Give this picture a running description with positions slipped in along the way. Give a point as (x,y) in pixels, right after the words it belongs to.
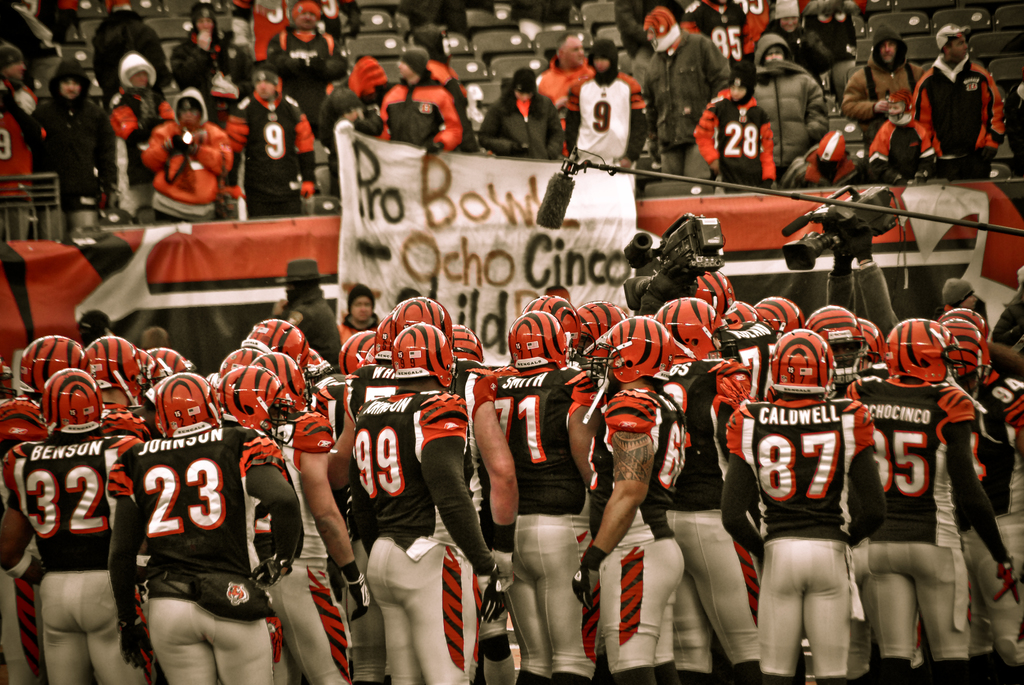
Here we can see people (280,334), cameras (836,235) and mic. These people (541,325) wore helmets (554,327). Background (260,149) we can see people (592,86), chairs (398,51) and hoardings (347,222). On this person hand (620,457) there is tattoo (621,465).
